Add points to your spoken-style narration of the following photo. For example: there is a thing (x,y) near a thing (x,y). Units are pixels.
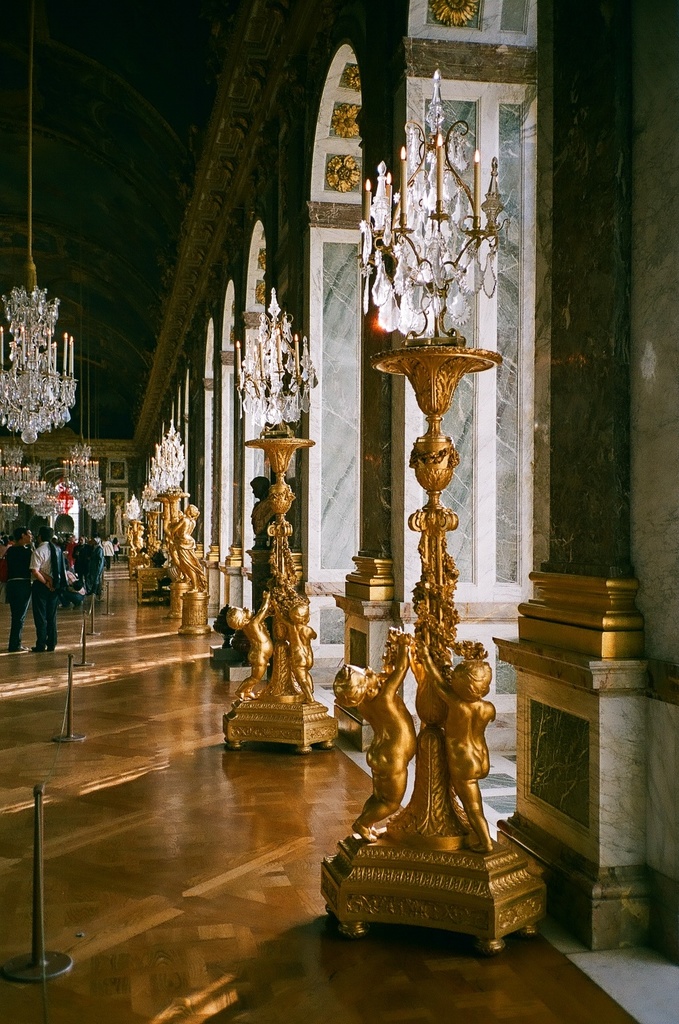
In this picture we can see many floor lamp light chandeliers (453,378) placed on the ground (165,678).
